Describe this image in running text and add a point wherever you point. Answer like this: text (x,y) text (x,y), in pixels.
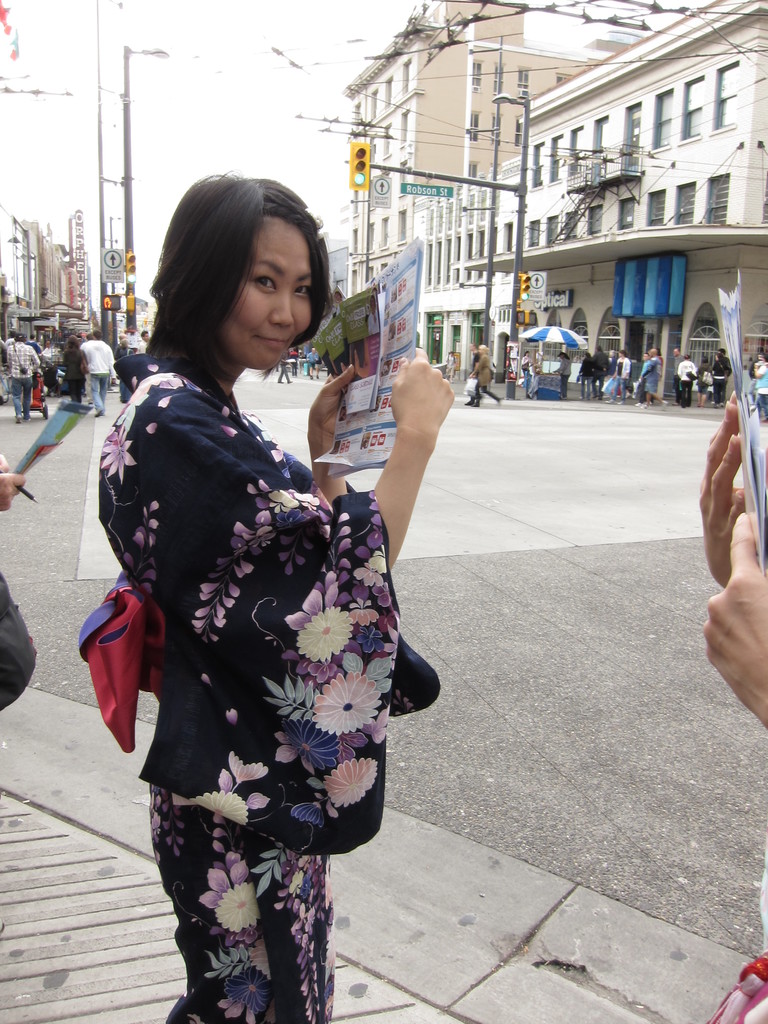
In this image we can see a woman (263,841) wearing black dress (243,854) is holding a paper (355,402) and smiling. Here we can see a few more people (31,378) are walking on the road (592,439), we can see an umbrella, traffic signal poles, boards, light poles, wires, buildings (595,165) and the sky (200,172) in the background (234,80).
